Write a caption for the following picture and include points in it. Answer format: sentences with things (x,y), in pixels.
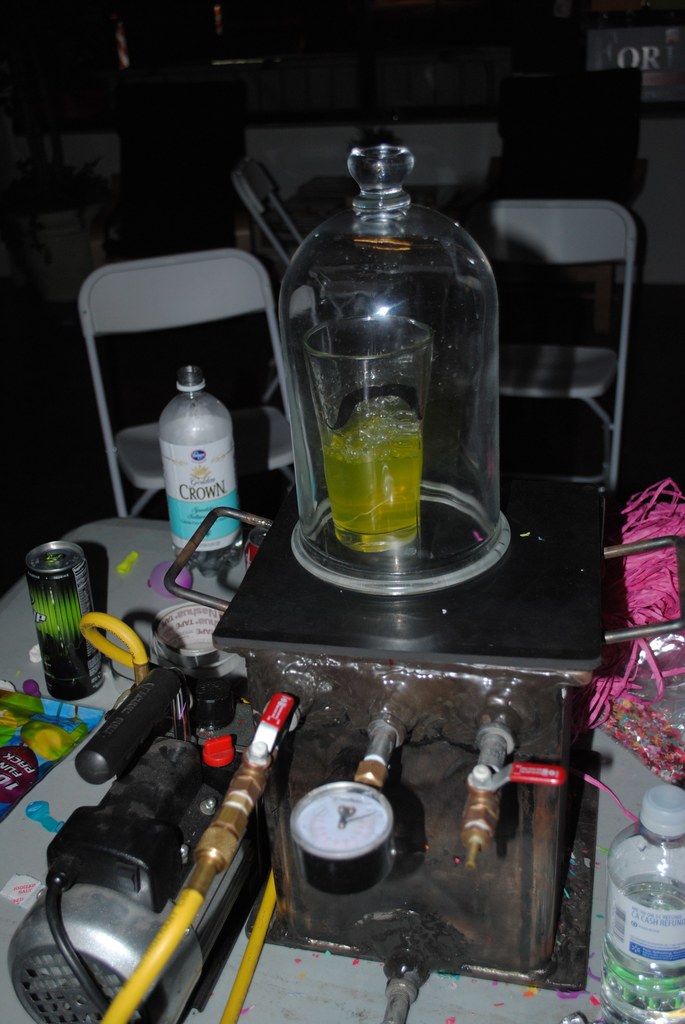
There is a regulator (317,596) which has a meter (369,865) attached to it and on the top of it we have a glass jar (394,316) and a glass (418,369) inside it. There are chairs (102,316) at the background (143,330). On the table (43,792) we have plastic bottle (203,413), cool drink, cover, plaster (184,653), wires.
